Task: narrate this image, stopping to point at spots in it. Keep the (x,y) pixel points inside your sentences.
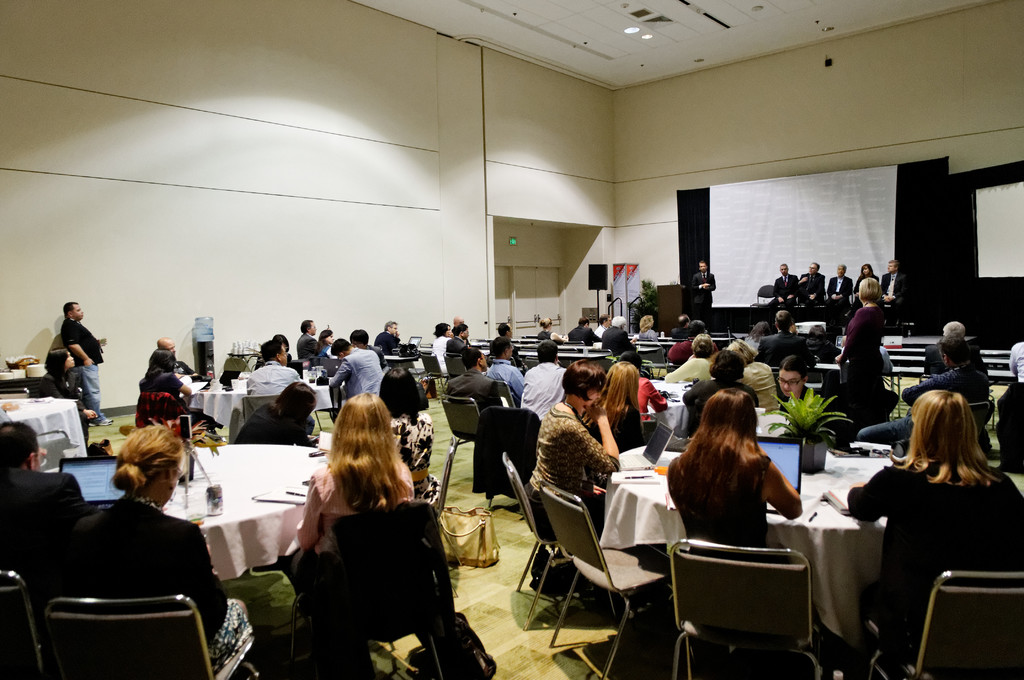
There are group of people (565,441) sitting in the chairs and there is a table (877,463) in front of them which has some objects (786,470) on it and there are group of people (818,278) sitting in the right corner (814,290).
